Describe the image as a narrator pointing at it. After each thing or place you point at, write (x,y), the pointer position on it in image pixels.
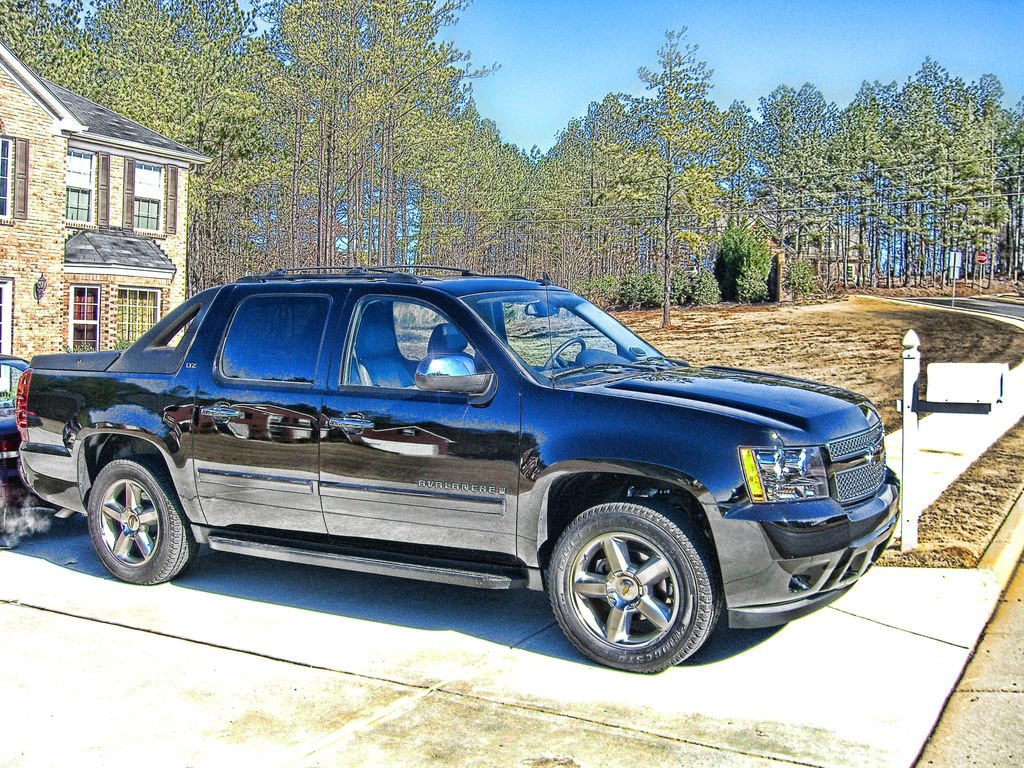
In this image we can see car (457,506) in front of the building (160,243) and there is road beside the car (222,392) and there are trees (969,277) and sky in the background (952,217).
